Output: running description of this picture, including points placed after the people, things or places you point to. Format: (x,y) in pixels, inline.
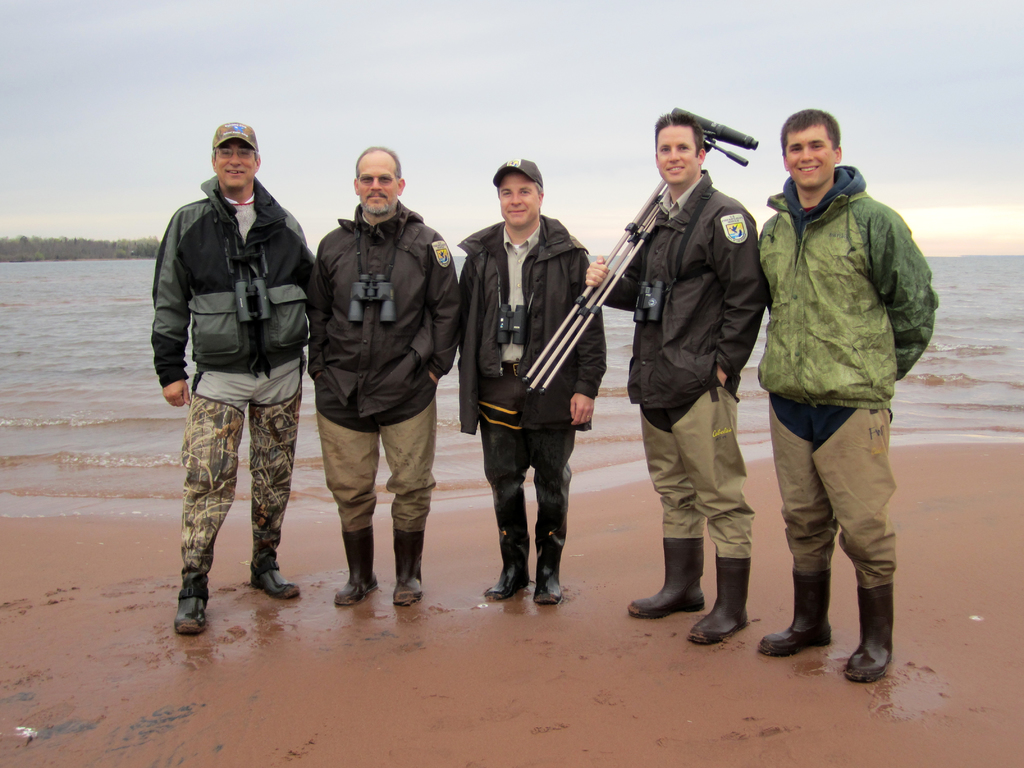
Here men (496,363) are standing wearing boots (504,553) and clothes (489,393), this is water (70,361) and a sky (613,89).
